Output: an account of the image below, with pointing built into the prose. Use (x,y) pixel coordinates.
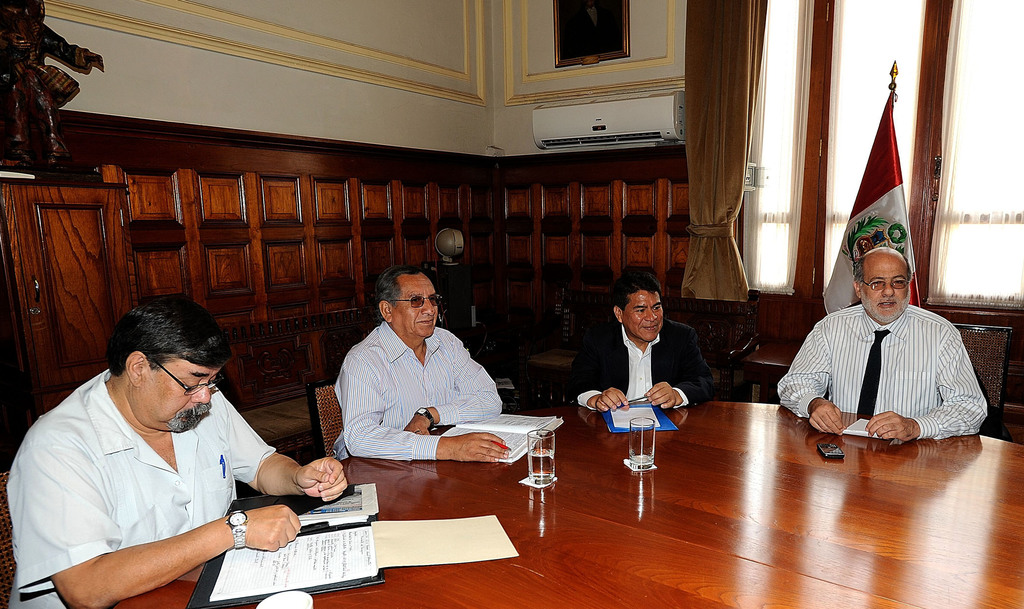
In this image, there are a few people (633,388) sitting. We can also see a table (849,514) with some objects (288,572) like glasses (648,429) and papers (346,561). We can see some windows (759,175) and a curtain (762,5). We can also see the wall (221,130) with some wood (228,141), an air conditioner (599,135), a frame (556,48). We can also see a statue (56,120) on the left (0,45). We can also see a flag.
